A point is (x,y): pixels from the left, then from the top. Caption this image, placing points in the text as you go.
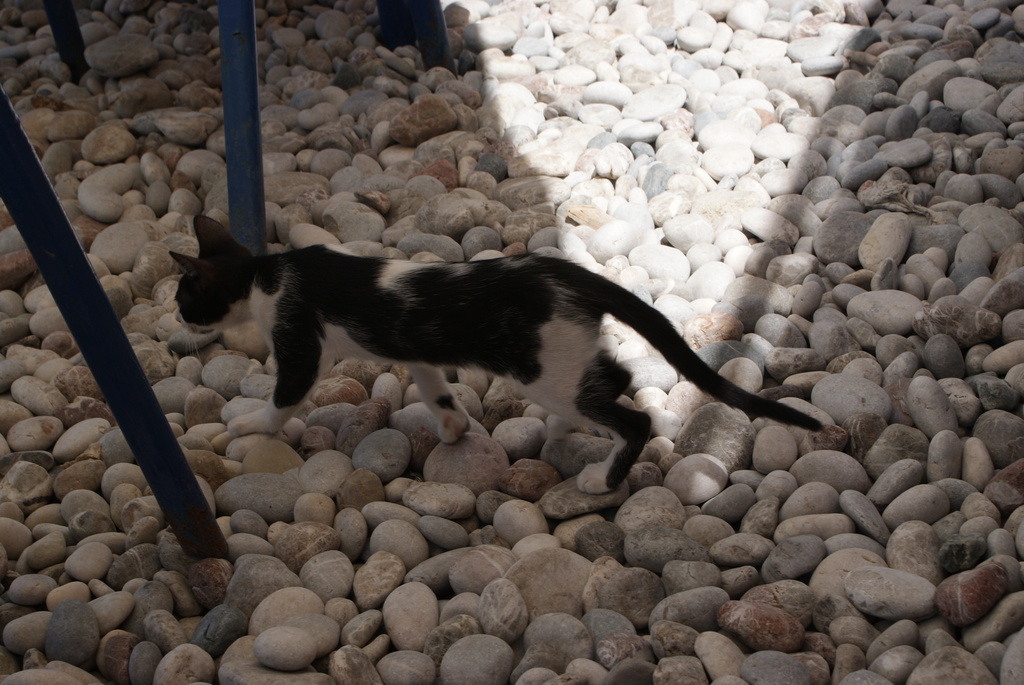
In this image I can see the cat (189,295) standing on the small rocks (448,527). The cat (446,349) is in white and black color. To the side I can see few rods (52,229).
